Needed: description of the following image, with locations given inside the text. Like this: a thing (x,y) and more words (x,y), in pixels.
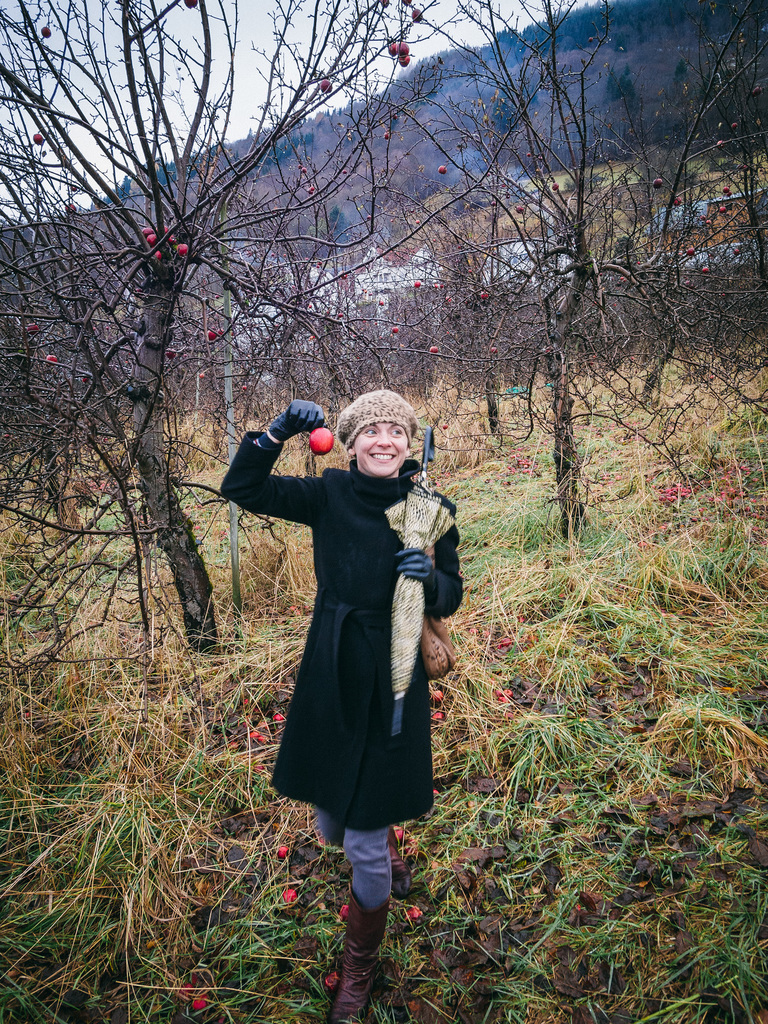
In this picture there is a woman (363,801) who is wearing gloves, cap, jacket (326,545), jeans (371,896) and shoes (373,905). She is holding an umbrella (433,525) and apple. She is standing on the grass (633,709). Beside her I can see the apple trees (272,330). In the background (710,62) I can see many trees (471,146) on the mountain (727,161) and buildings (724,201). At the top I can see the sky (540,3).
